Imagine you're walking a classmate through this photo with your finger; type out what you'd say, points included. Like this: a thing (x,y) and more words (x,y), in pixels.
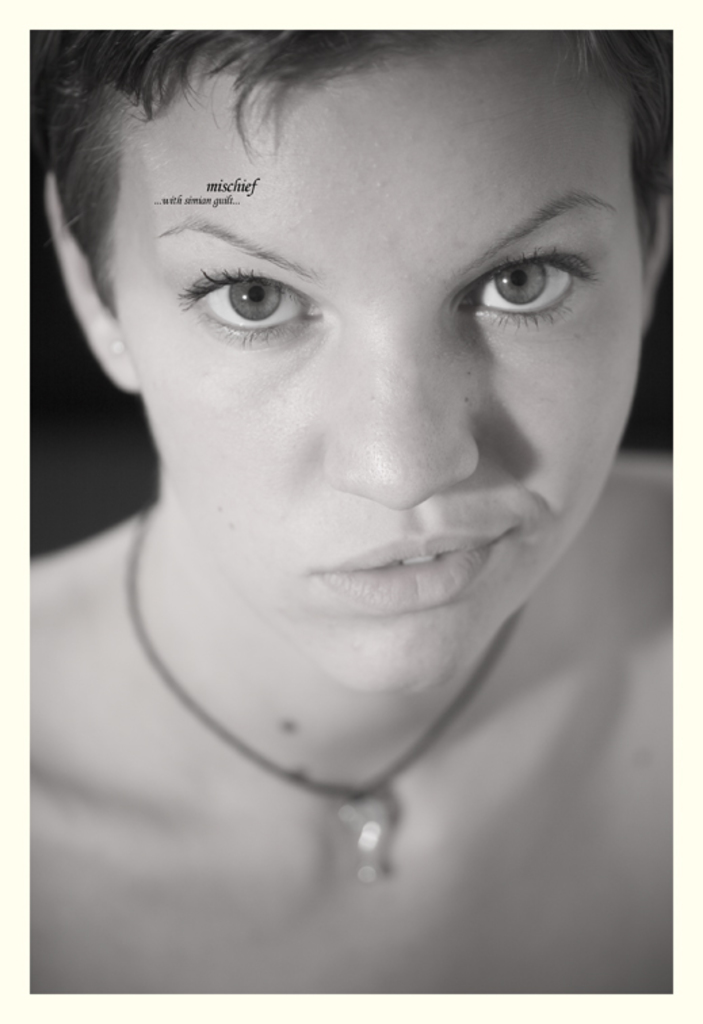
In this image I can see a women (169,580) in the front (181,312) and I can see she is wearing necklace (484,670). On the left side of the forehead (215,169) I can see something is written and I can also see this image is black and white in colour.
